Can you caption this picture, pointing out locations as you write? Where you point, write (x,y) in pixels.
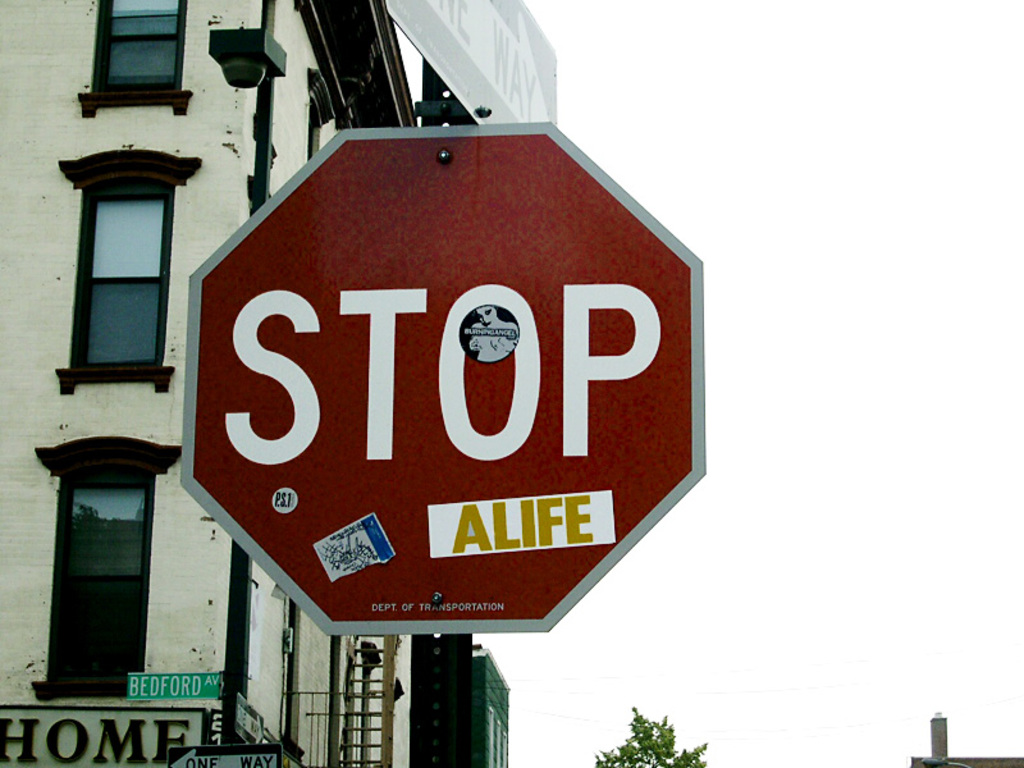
In this image we can see a pole (440,722) with boards (404,368). On the boards (327,376) we can see some text (487,459). Behind the board (389,325), we can see two buildings (307,744) and sky (727,757). At the bottom (185,759) we can see few boards (196,723) and a tree (670,735).
